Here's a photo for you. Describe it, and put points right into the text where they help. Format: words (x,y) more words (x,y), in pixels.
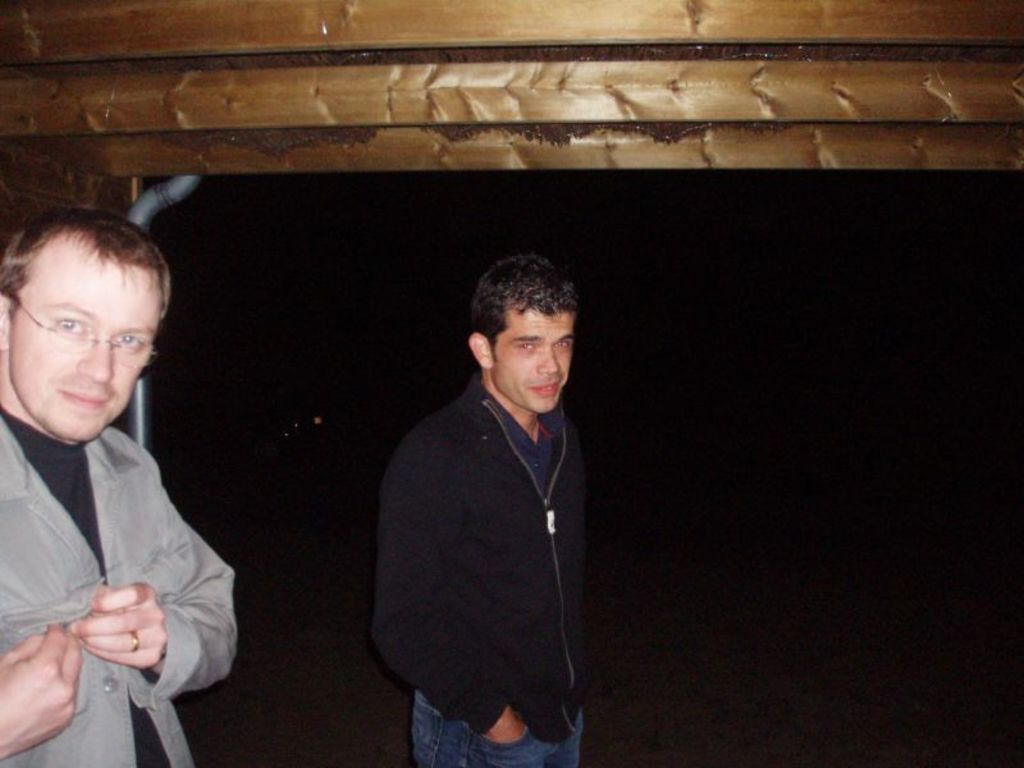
In this image we can see two men (489,715) standing on the ground (310,729). In the background (166,196), we can see a pipe (190,192) and wooden surface (485,39).
